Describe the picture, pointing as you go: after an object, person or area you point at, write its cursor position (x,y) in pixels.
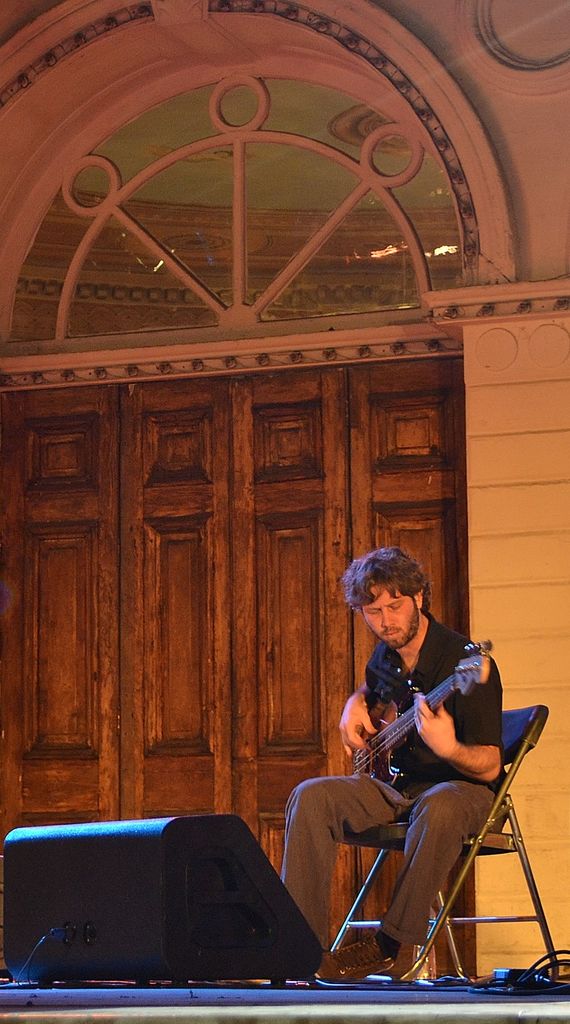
In this image i can see a person (449,844) sitting on a chair (504,753) and holding a guitar (375,780). In the background (360,543) i can see a wall (485,461) and a door (246,490).
